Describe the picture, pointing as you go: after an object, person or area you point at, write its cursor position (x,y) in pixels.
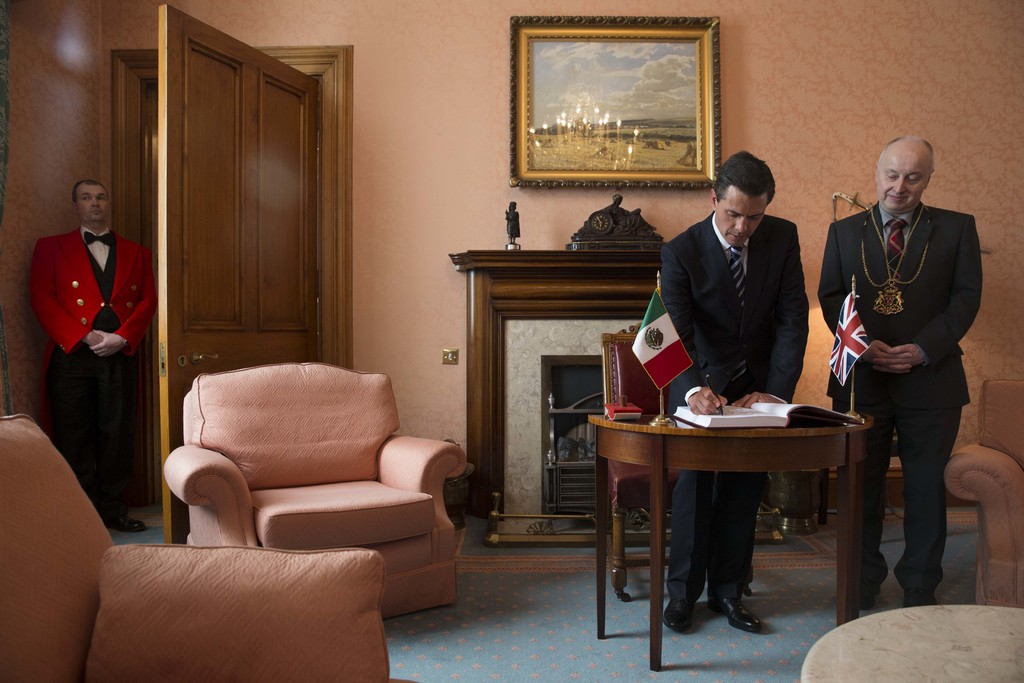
This image consists of three men (936,333) standing in the room (481,342). At right side (907,359) the man (907,401) is standing wearing a suit (918,328). In the center (672,306) man (723,326) standing is writing on the book (744,411) which is on the table (730,443). There are two flags (669,352) on the table (665,452). Sofa set (307,506) in the room (267,552). At the left side (106,360) the man (79,319) wearing red colour suit (76,313) is standing at the door (258,190). In the background (685,95) there is a frame (592,128) hang on the wall (872,101).
